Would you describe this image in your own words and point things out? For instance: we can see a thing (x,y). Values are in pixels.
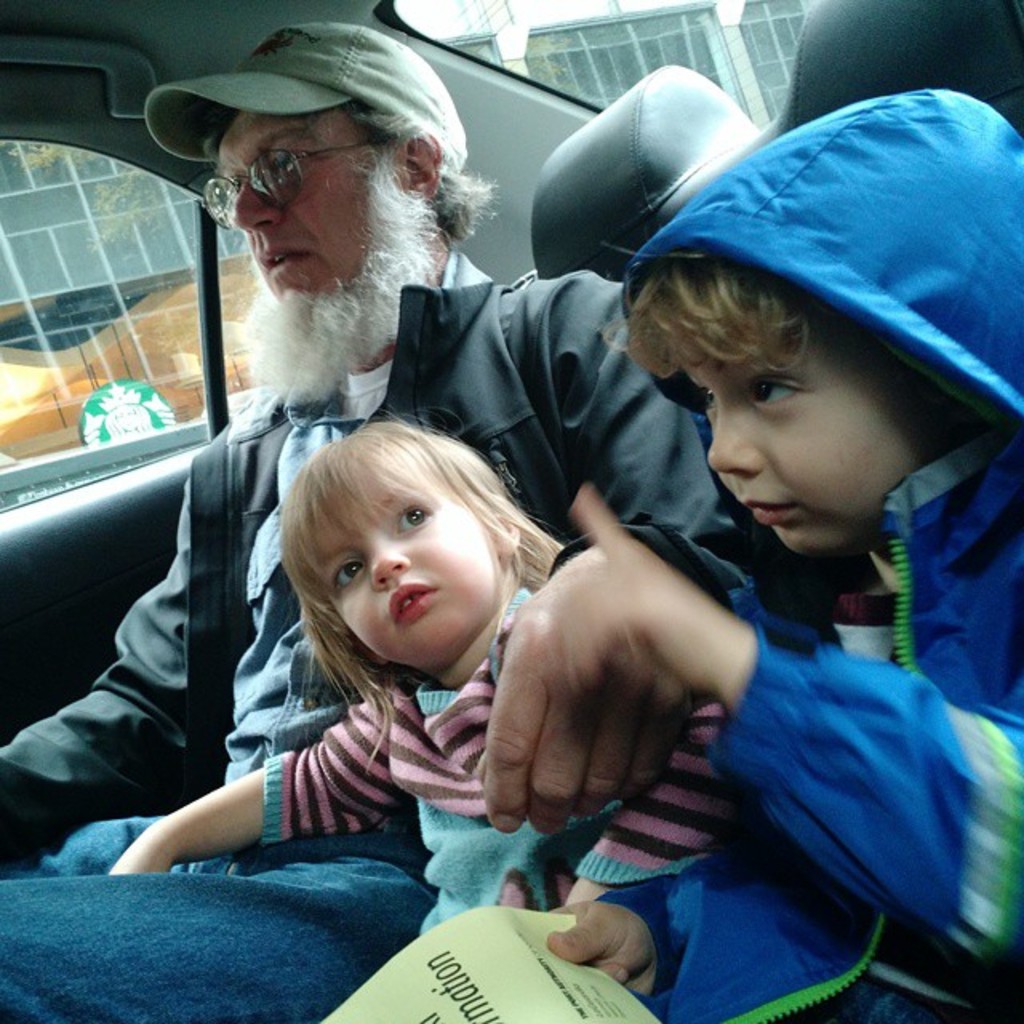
In this image we have a group of people (421,575) who are sitting in a car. Here we have a man (266,375), a boy (822,591) and a girl (470,719).
